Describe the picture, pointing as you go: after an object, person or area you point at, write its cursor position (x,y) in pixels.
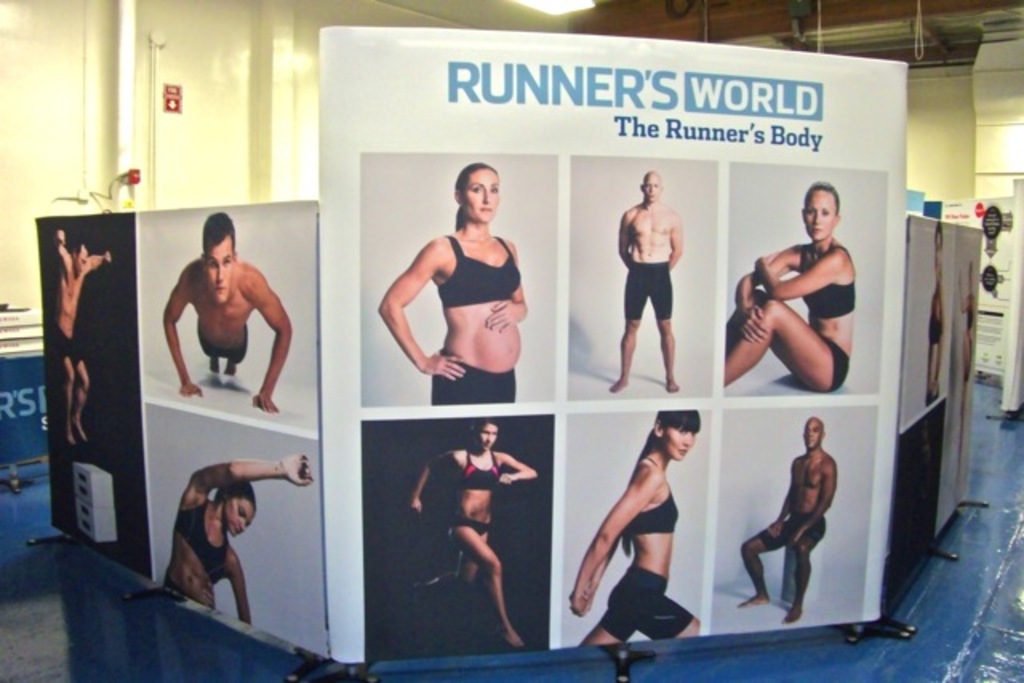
There are white banners (657,230) on which there are images (218,318) of people (790,357). There is a wall (16,119) at the back (1003,138) and a light (563,8) on the top (533,8).
